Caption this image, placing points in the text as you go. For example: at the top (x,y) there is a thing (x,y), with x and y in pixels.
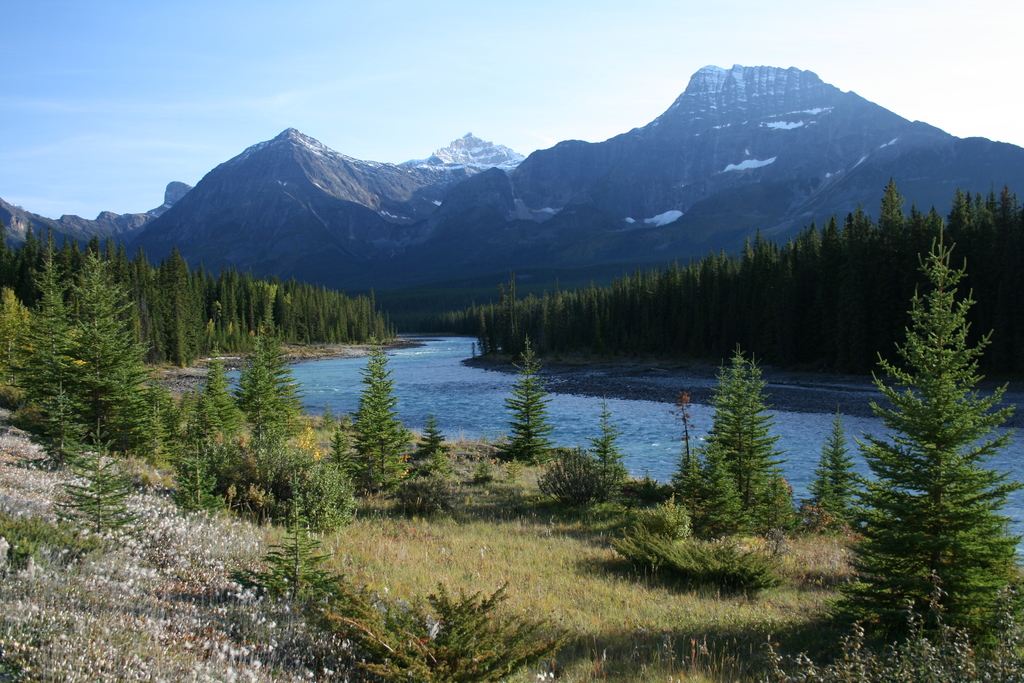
At the bottom of the picture (391,509), we see the trees (26,416) and the grass (477,552). Beside that, we see water (489,388) and this might be a lake (488,423). There are many trees (139,278) and hills (540,253) in the background (228,187). At the top of the picture (409,155), we see the sky (476,45).
